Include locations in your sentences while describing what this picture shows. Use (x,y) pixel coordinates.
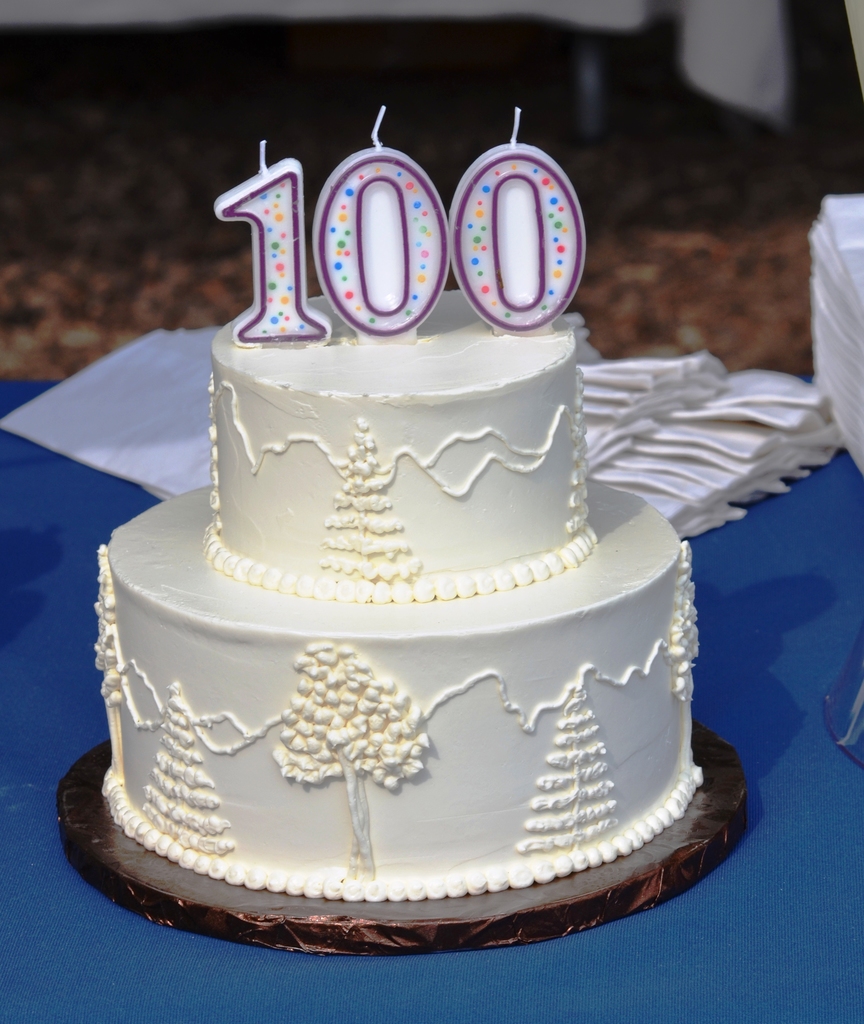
In the center of the image (470,433), we can see a cake (353,451) and there are clothes (745,396). At the bottom (746,910), there is table (770,844) and in the background (690,87), there is a table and we can see floor (724,289).
